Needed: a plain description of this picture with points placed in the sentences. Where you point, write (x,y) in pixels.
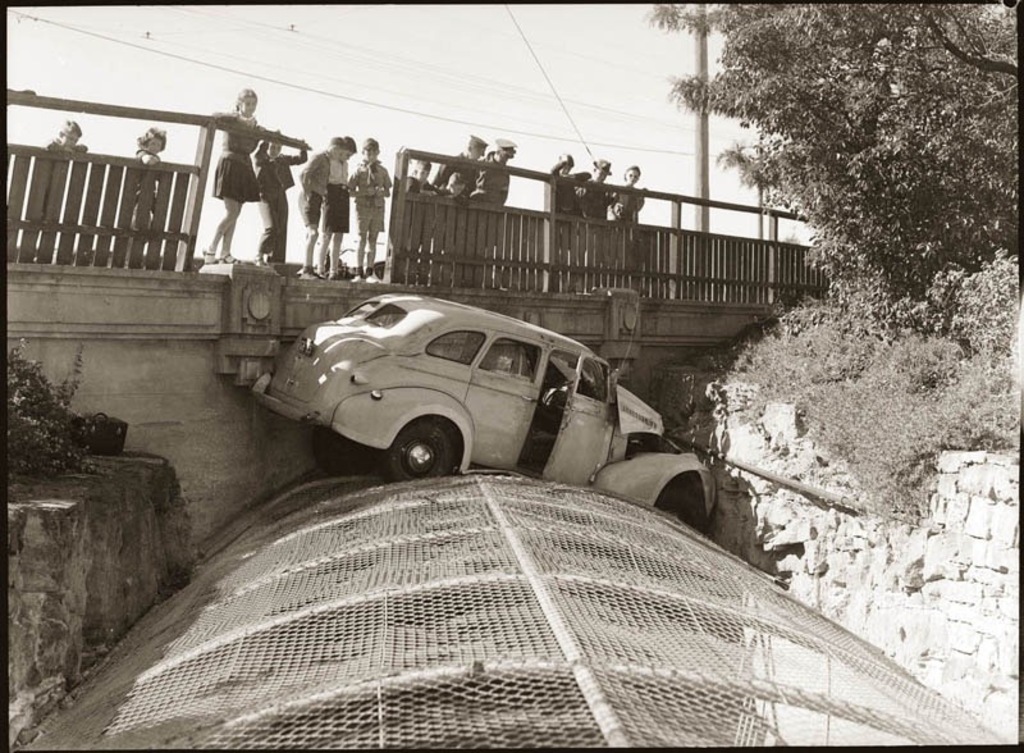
This picture is a black and white image. There is one car (670,459) on the surface (417,516) which looks like a net (411,519), one black object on the wall (133,381) on the left side of the image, one bridge (190,305), some people (67,146) standing on the bridge (406,187), some children (337,200) standing on the bridge (508,207), some wires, some poles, one object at the bridge (453,208), some people (267,200) holding the bridge (388,245), some plants (13,436) with trees (852,9), some trees (860,20), plants (847,350) and bushes (870,390) on the ground (849,316). At the top (464,130) there is the sky (556,88).
